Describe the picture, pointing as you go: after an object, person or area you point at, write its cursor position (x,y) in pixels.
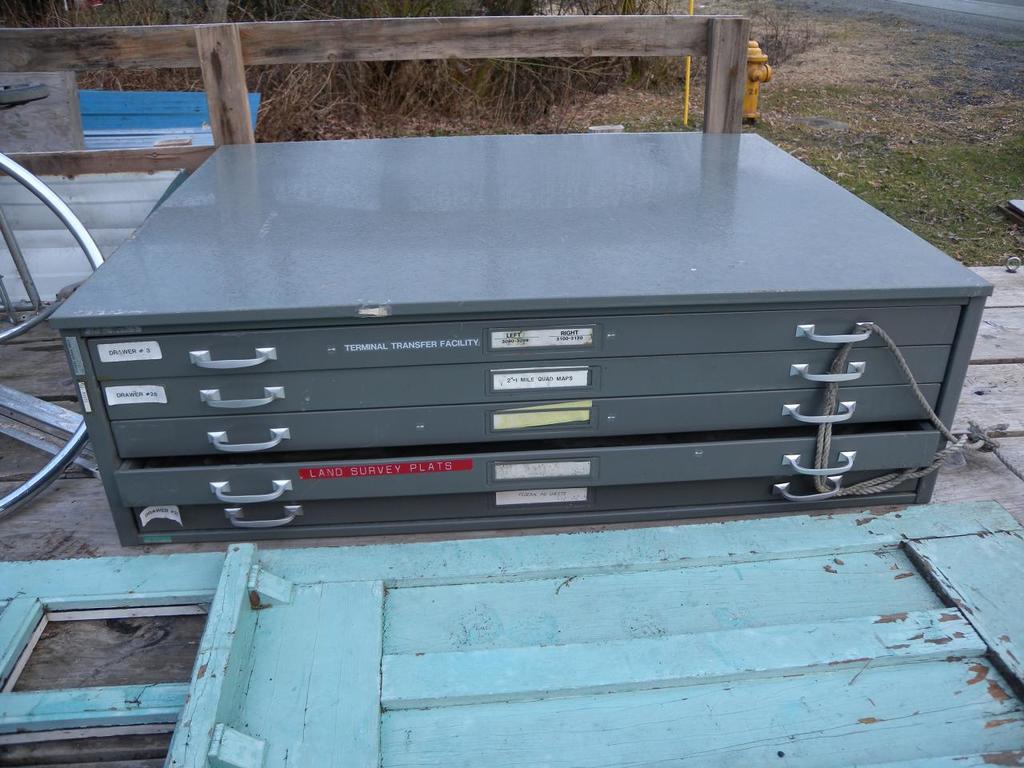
In this picture I can see cupboard (692,293). At the bottom (713,653) there is a door (565,684). On the left (22,161) I can see the wheel (12,169) which is placed near to the wooden railing (727,61). In the top right (761,75) there is a fire hydrant (761,75), beside that I can see the plants (544,120) and grass (909,89).
